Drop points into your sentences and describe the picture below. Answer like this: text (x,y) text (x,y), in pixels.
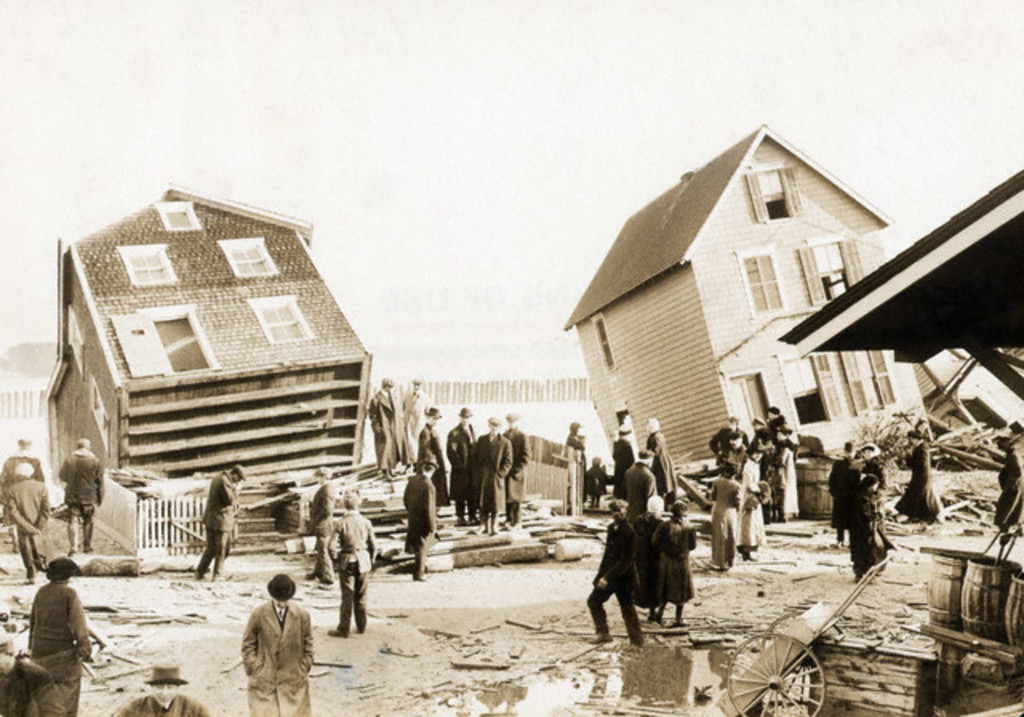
It is a black and white image. In this image we can see the destruction of houses (852,378). We can also see some people (639,486) on the land (437,623). Image also consists of a fence (180,530), cart vehicle (803,640) and some objects (980,607) on the right (982,622). In the background (489,390) there is a barrier (527,386). Sky (460,370) is also visible.
